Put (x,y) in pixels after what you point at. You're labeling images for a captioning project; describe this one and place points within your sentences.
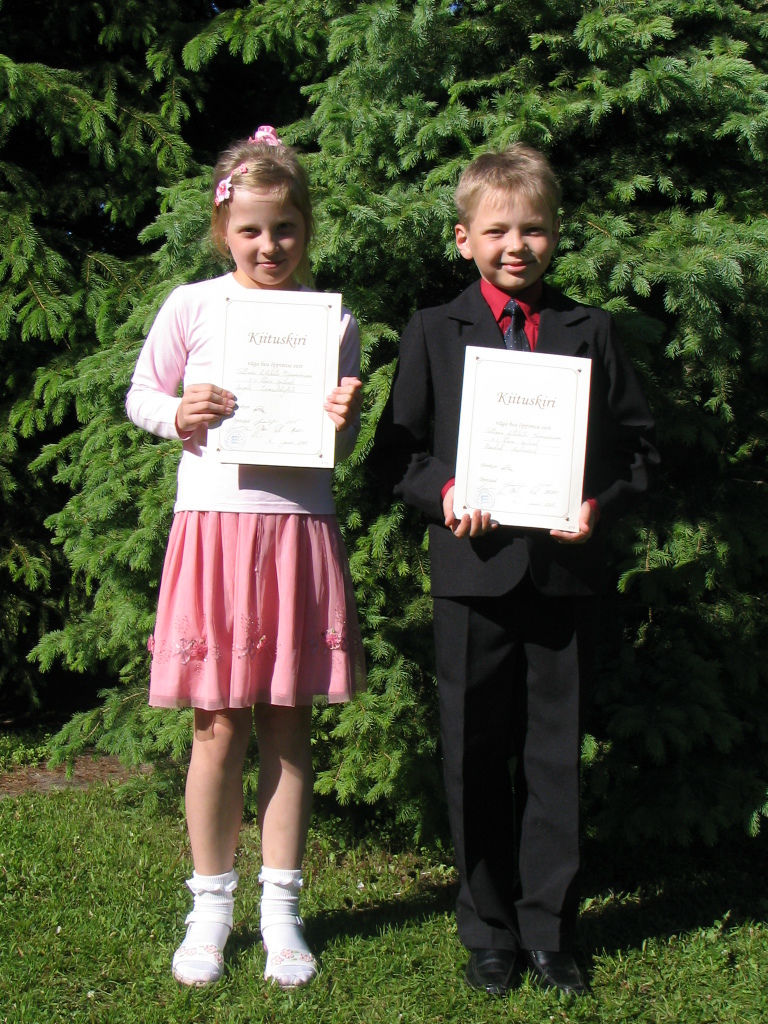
In this image there are two children (303,480) standing on the surface (312,950) of the grass (387,970) and holding a poster (227,432) with some text (227,432) on it, behind them there are trees (148,181).
